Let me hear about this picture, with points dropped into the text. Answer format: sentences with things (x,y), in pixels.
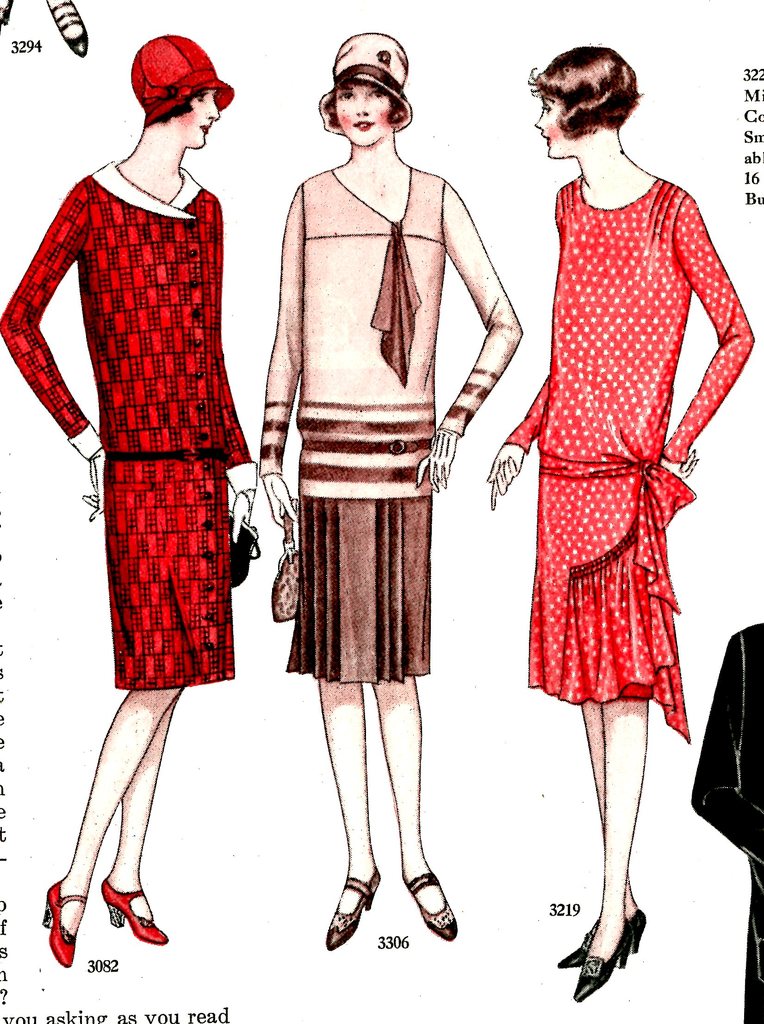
In this image, we can see depiction of persons (172,480) and some text (118,971).
